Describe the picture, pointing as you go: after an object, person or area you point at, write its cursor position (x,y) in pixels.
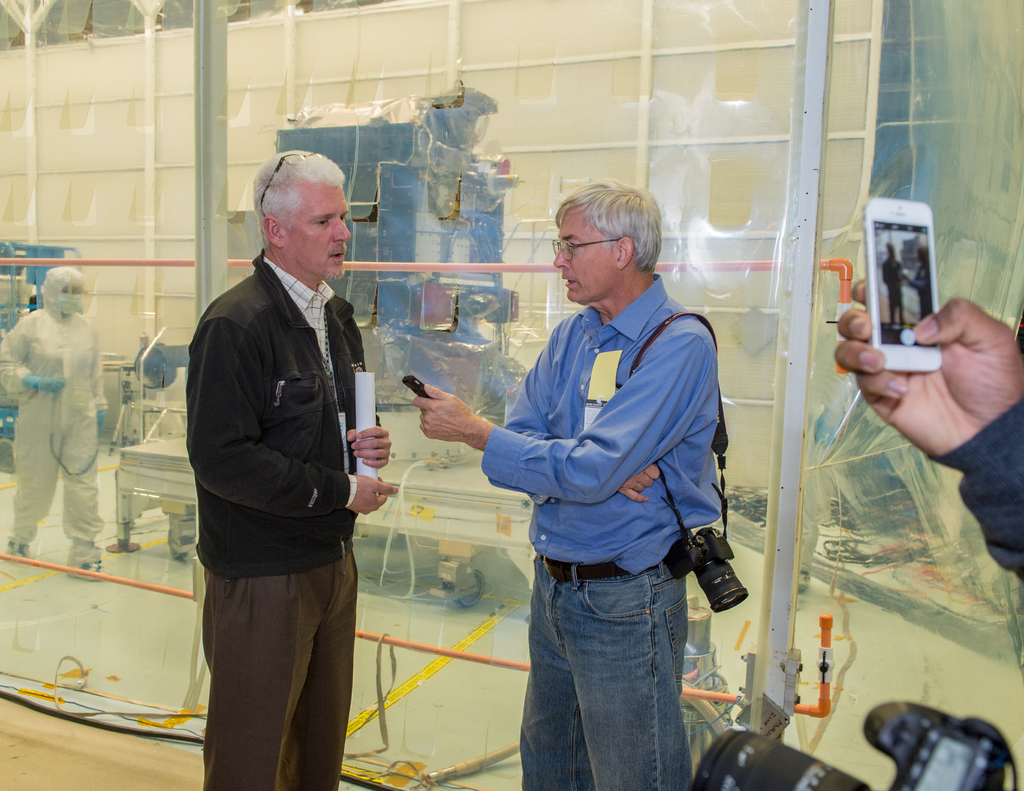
In this picture there are two men (317,204) in the center of the image (647,446), it seems to be they are talking and there is a man (1008,522) on the right side of the image (929,333), who is taking a photo from the phone (927,308) and there is a camera (996,773) at the bottom side of the image (998,787), there are machines (510,191) and a man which are visible from the glass windows (247,217).
